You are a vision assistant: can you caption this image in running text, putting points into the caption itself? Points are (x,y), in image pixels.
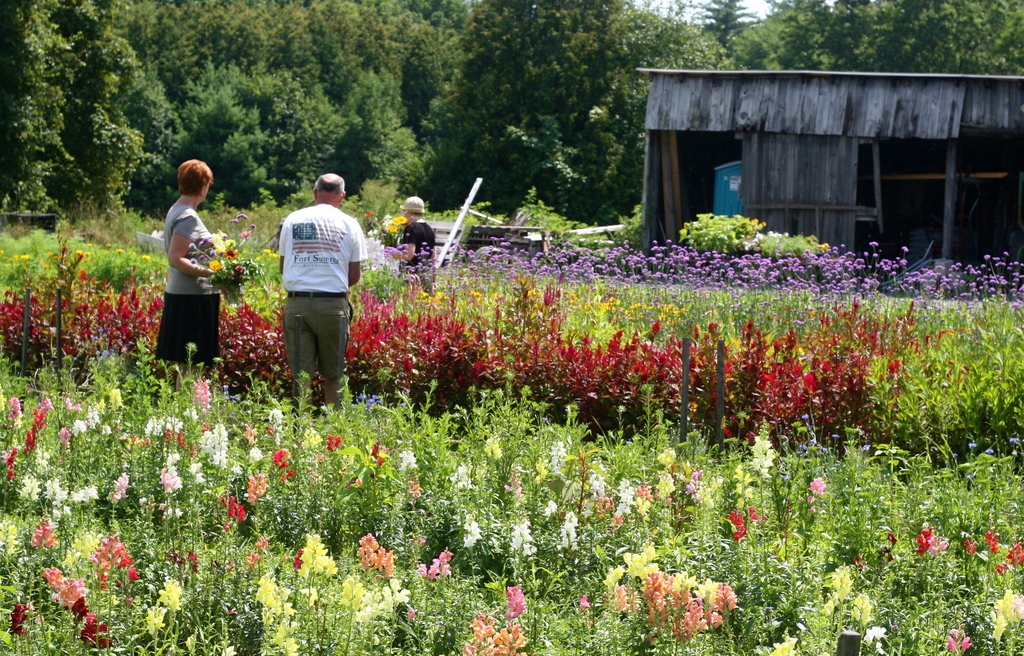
This picture is clicked outside. In the foreground (386,506) we can see the plants (501,495) and the flowers (395,360). In a center we can see the three person (321,242) standing on the ground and seems to be holding some objects (241,271). In the background (522,242) there are some objects (516,238) and we can see a shed (774,108), sky (688,5) and the trees (384,90).
